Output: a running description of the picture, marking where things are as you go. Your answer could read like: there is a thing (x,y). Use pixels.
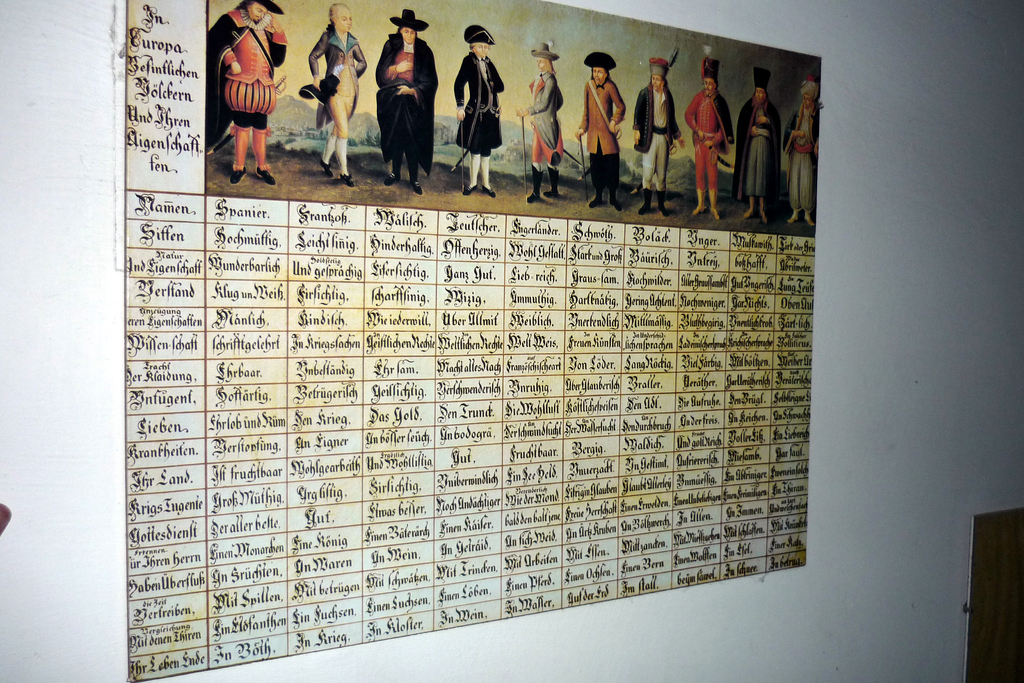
A picture (436,148) is on white wall (868,188). These people (432,115) wore different dresses (350,109).
